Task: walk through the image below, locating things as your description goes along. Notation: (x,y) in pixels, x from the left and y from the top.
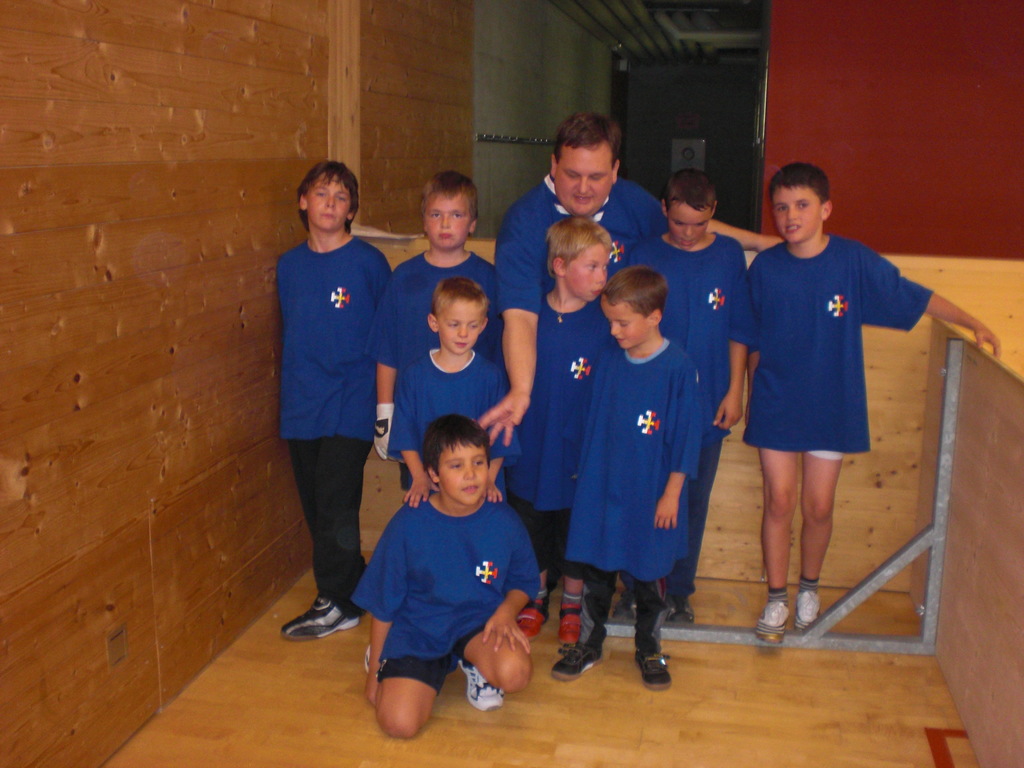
In the center of the image (349,276) there are people (431,623). To the left side of the image (134,194) there is wall (232,35). To the bottom of the image (526,714) there is wooden flooring (526,714). In the background of the image (923,94) there is wall (812,117).
